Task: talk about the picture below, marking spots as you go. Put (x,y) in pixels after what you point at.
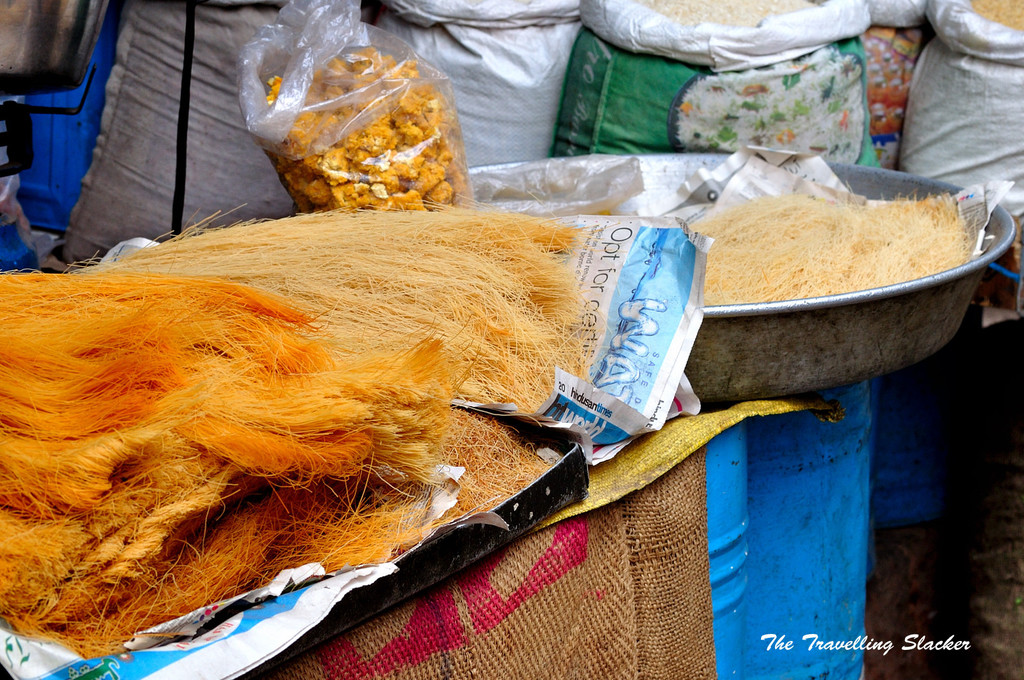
In this image I can see bambinos (420,346) in a large quantity kept on a table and grains bags (509,81). This image is taken during a day in the market (740,448).
